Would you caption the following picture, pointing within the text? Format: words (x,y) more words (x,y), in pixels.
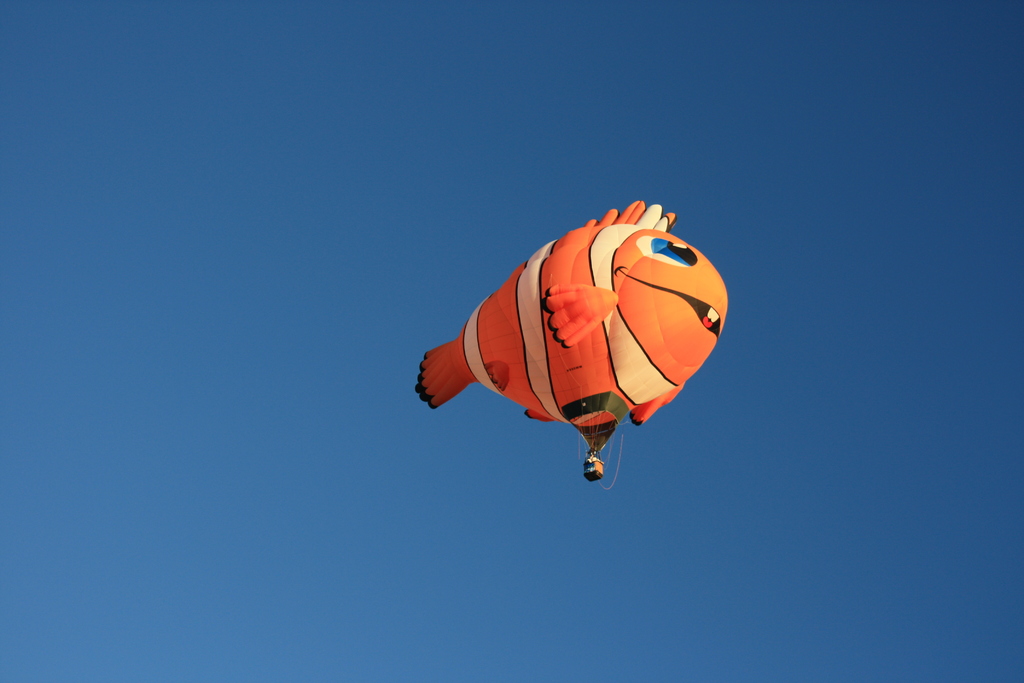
In this picture I can observe hot air balloon (546,356) in the air (387,334). This balloon (546,352) is in the shape of a fish which is in orange and white color. In the background (305,378) there is sky (344,183).
